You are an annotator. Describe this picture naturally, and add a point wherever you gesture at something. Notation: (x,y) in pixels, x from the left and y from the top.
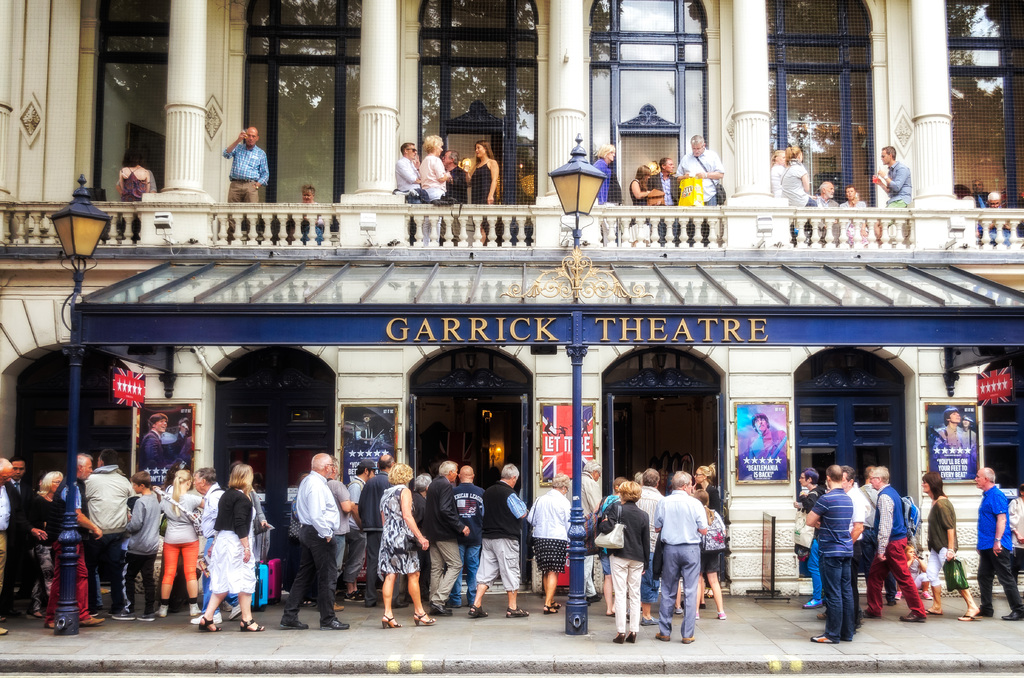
In this image, there are many people (100,577) standing near the Garrick Theater (358,371) and on the left side (74,555) there is a pole (83,176).
